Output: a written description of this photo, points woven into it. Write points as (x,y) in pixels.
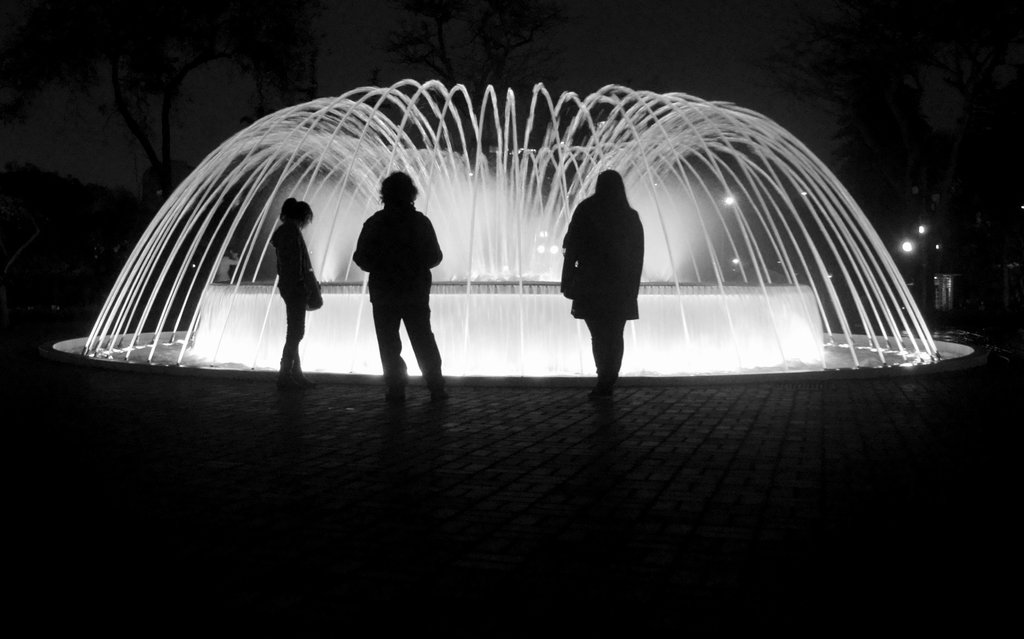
In the center of the image (598,213) there are three persons (602,334) on the floor (606,434). There is a fountain (572,192). In the background of the image (552,90) there are trees (849,119) and sky (704,44).
